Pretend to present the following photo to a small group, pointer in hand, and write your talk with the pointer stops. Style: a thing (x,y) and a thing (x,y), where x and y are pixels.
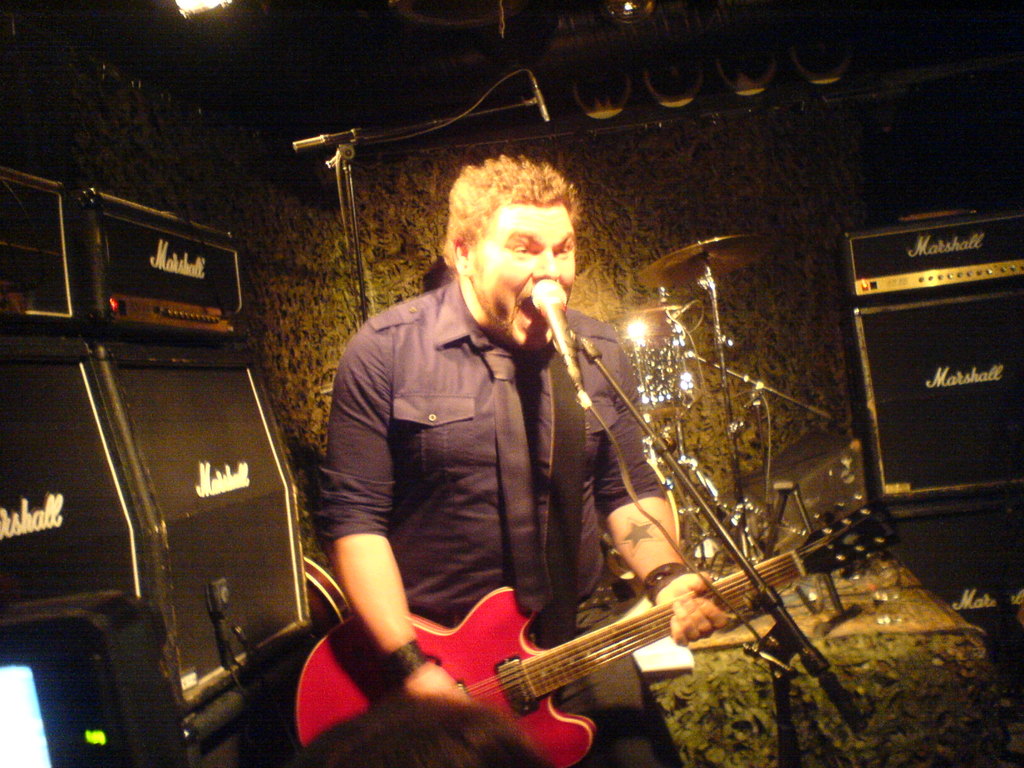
In this image I can see a man (369,418) is standing and holding a guitar (654,634). I can also see a mic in front of him. In the background (7,392) I can see few more mics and speakers (42,243).
